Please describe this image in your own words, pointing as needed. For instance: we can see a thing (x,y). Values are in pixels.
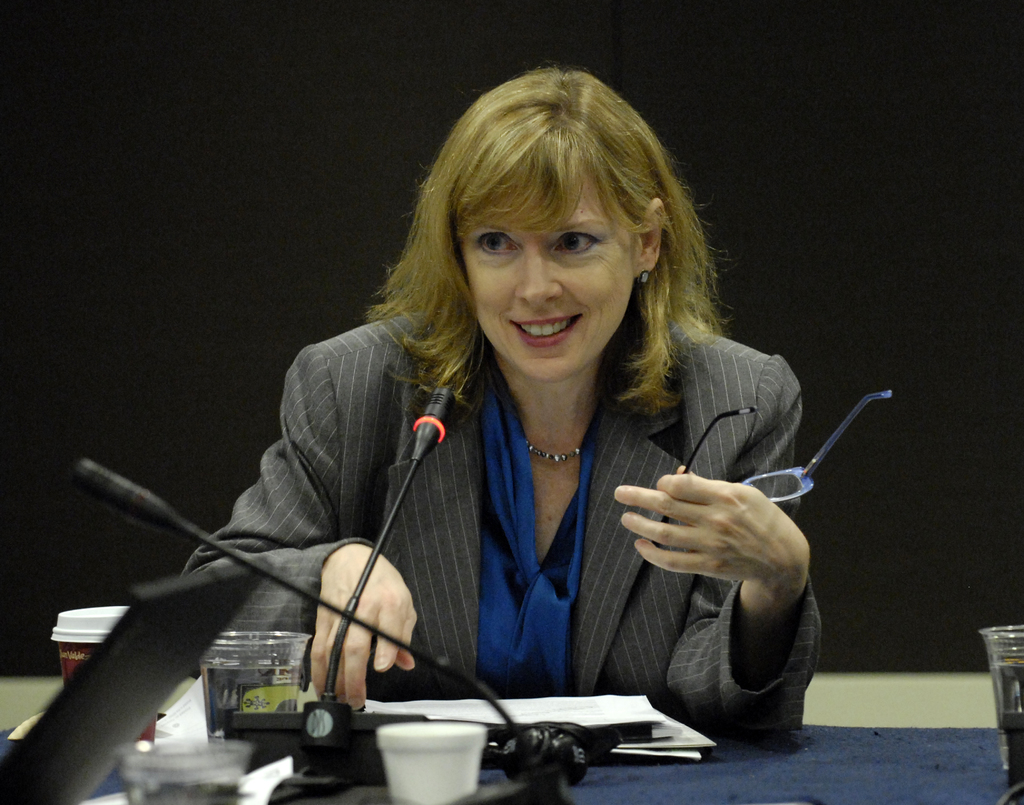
In this picture there is a lady (343,500) in the center of the image (368,378), by holding spectacles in her hand (670,477) and there is a table (670,793) in front of her, on which there are papers (262,786), mics (377,720), laptop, and glasses (216,672).
